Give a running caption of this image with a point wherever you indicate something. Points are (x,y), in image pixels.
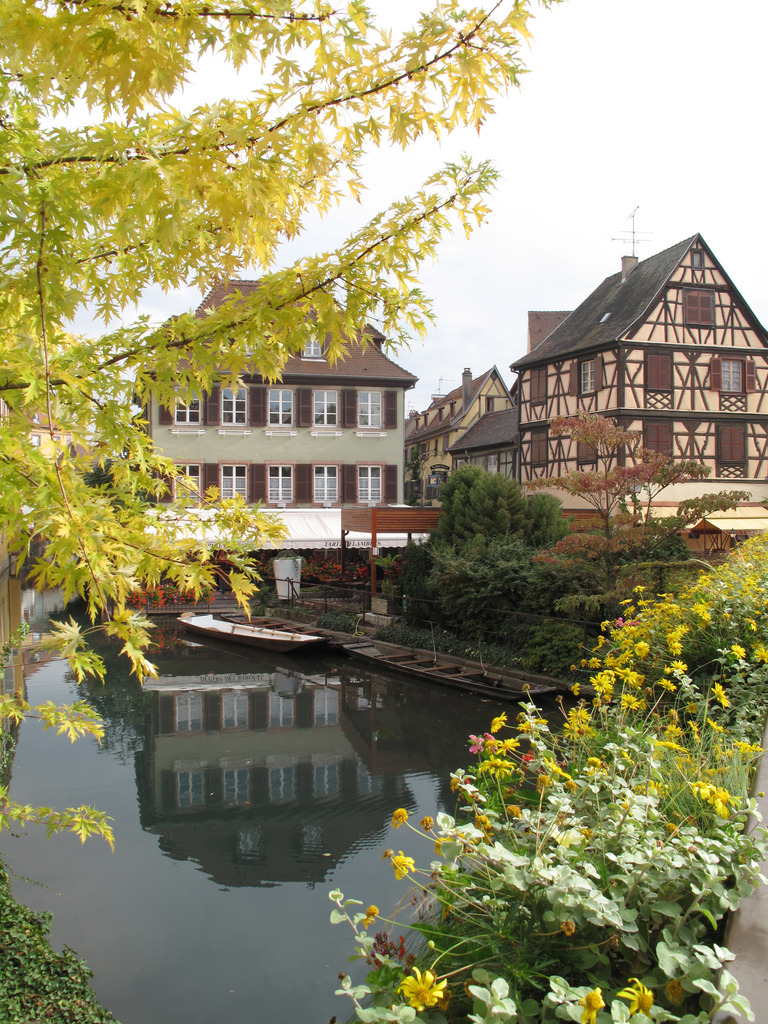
On the left side (29,372) there is a tree (15,392) and water (210,773). There are boats (256,641) in the water (406,683). On the right side (617,770) there are flowering plants (614,768). In the background (416,456) there are buildings (556,372) with windows (283,395). Also there are trees (548,509) and sky (550,147) is there in the background (566,138).
